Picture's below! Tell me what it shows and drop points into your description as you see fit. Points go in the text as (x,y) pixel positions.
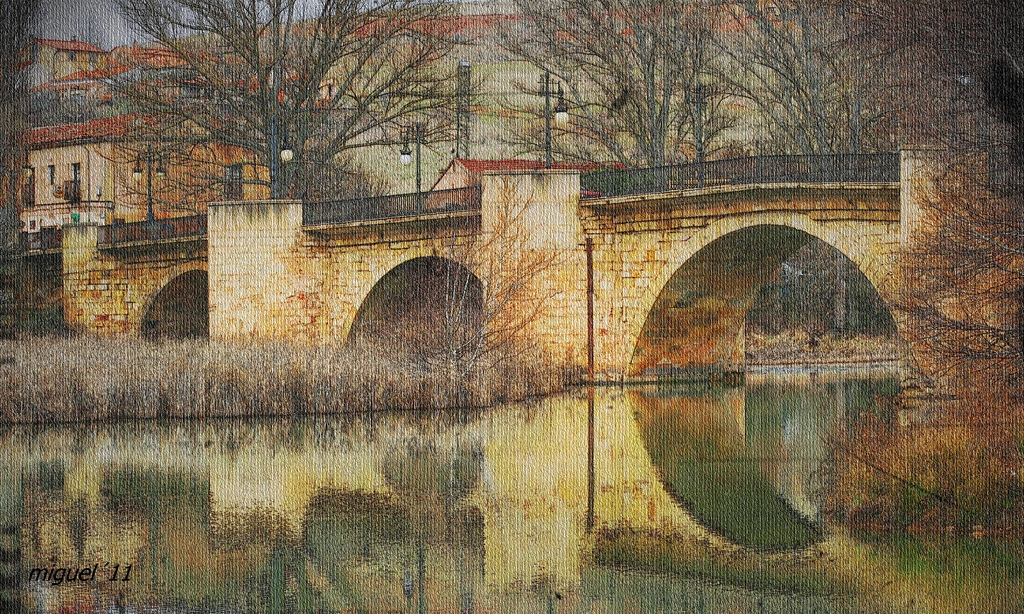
In this image there is painting (664,396). There is a bridge (260,207) having few street lights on it. Behind there are few trees (351,117) and buildings (48,217). Bottom of image (320,465) there is water (241,465). Beside there is some grass (116,384).
